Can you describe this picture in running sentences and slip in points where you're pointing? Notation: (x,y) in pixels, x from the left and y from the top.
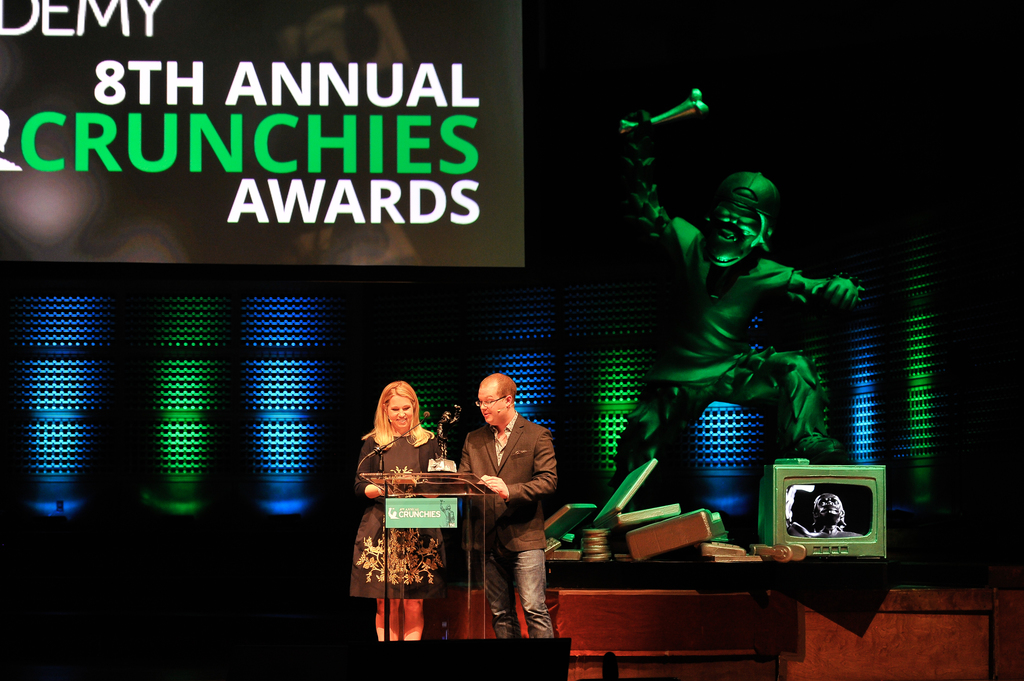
On the bottom (466,465) there is a man (538,489) who is wearing suit (516,459) and jeans (532,561). He is standing near to the speech desk (449,485). Beside him there is a woman (381,488) who is wearing black dress (394,560). On the desk (467,483) there is a paper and mic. On the right (836,518) we can see screen (803,463), box (663,513) and other objects (663,523) on the table (718,605). Here we can see a statue (740,378). On the top left corner (157,184) there is a projector screen (189,163). On the bottom left (268,508) we can see lights (303,491).
